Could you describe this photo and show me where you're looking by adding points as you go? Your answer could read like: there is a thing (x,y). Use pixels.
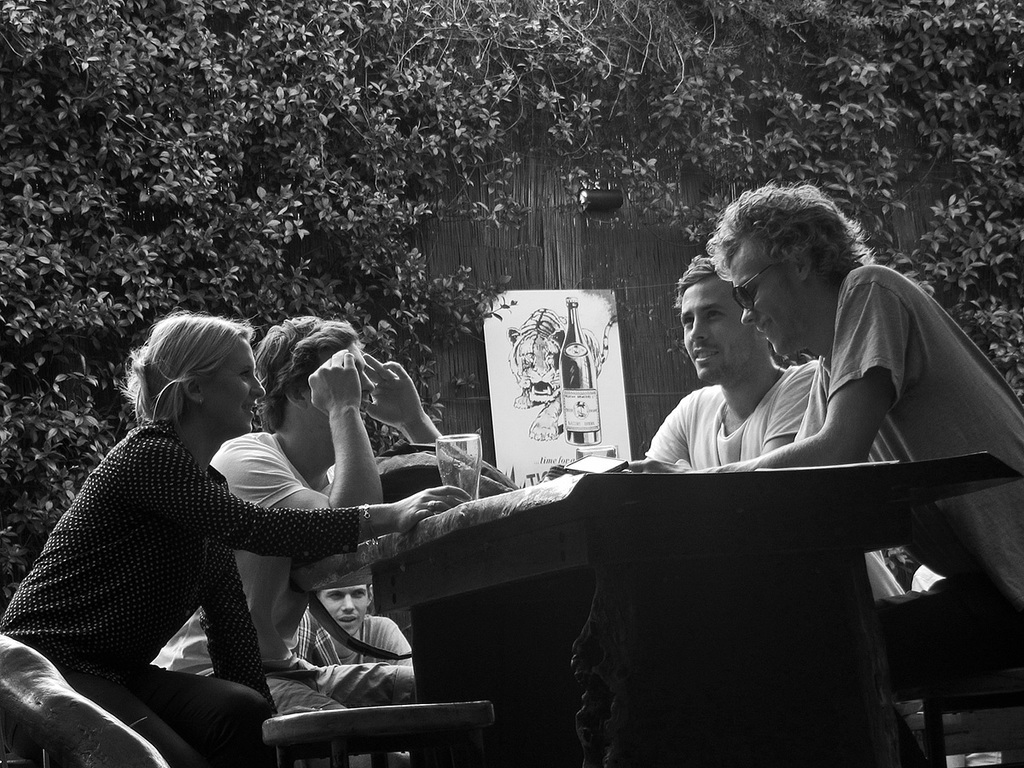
In this image i can see few people (277,593) sitting on chair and talking at the back ground (541,370) i can see a board (547,357), a tree (491,90) and a wall (468,240).
